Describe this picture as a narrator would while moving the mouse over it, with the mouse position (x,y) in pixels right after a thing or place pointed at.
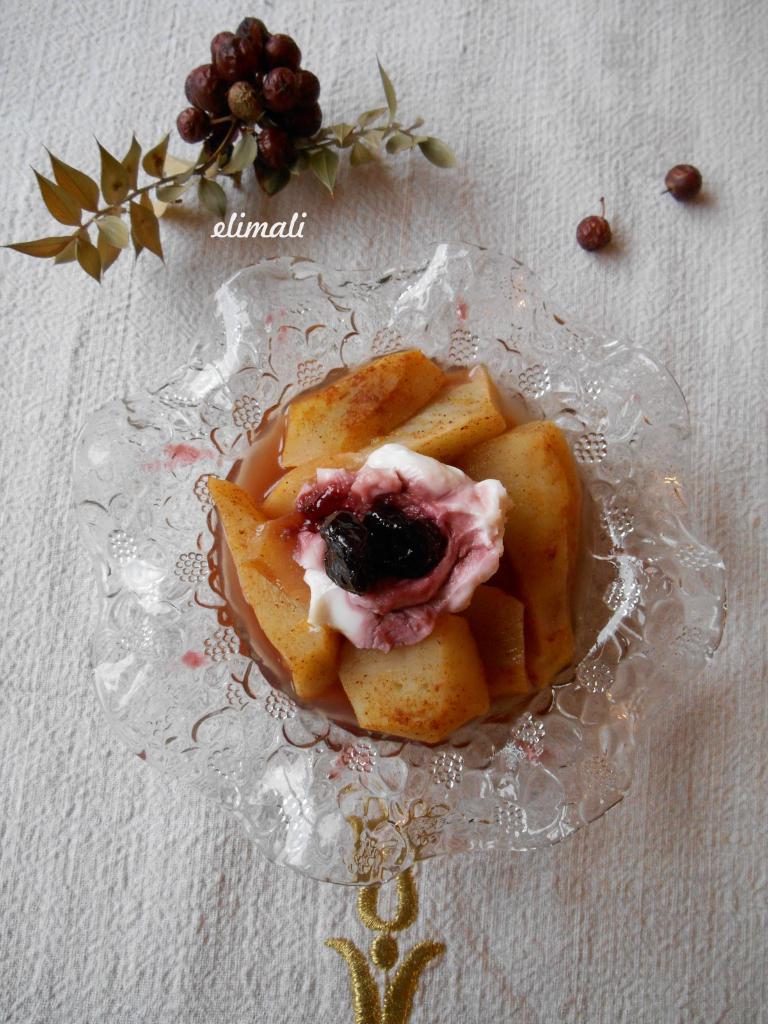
In the center of the picture (315,423) there is a food item (340,482) placed in a glass bowl (458,336). At the top (356,147) there are berries (265,171) and leaves (323,157). At the bottom (551,1006) there is a white color object (47,279).
